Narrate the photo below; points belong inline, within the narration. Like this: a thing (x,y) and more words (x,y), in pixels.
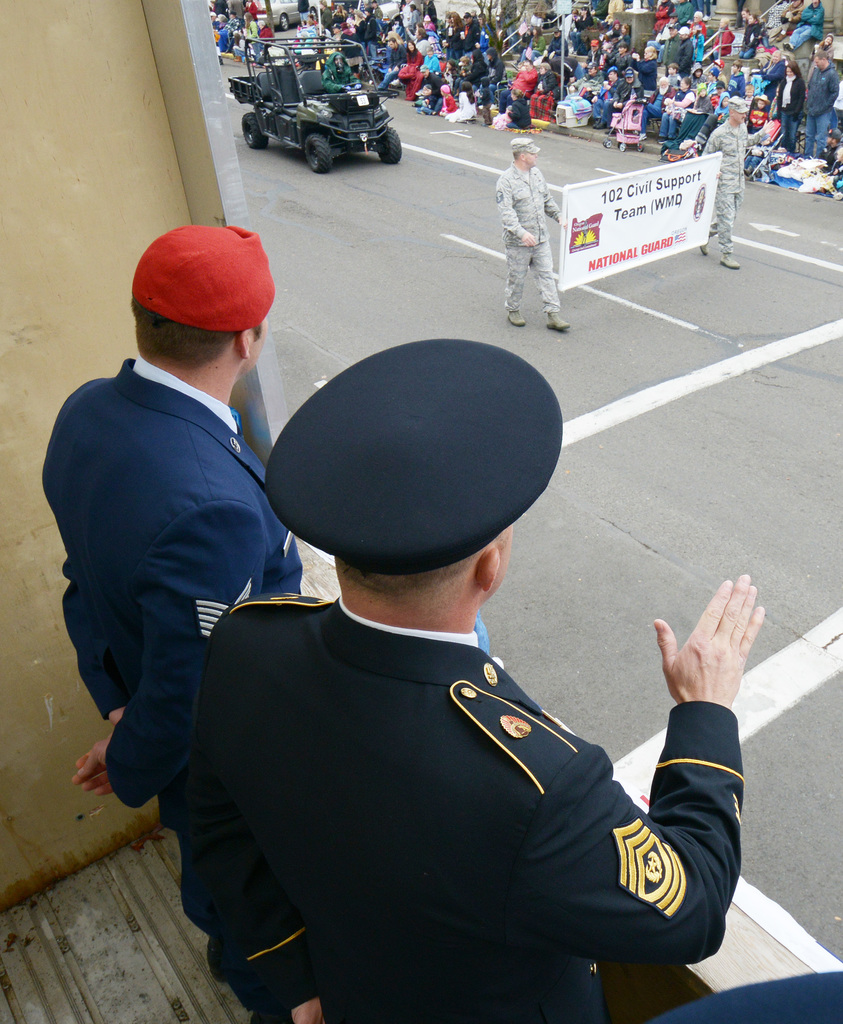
2 Men (318,765) are standing and observing this. In the middle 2 men (542,279) are walking by holding the banner (653,230) in their hands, behind them a jeep (326,115) is moving on the road (481,335). On the right side (590,93) few persons (544,51) are observing these things from there.
